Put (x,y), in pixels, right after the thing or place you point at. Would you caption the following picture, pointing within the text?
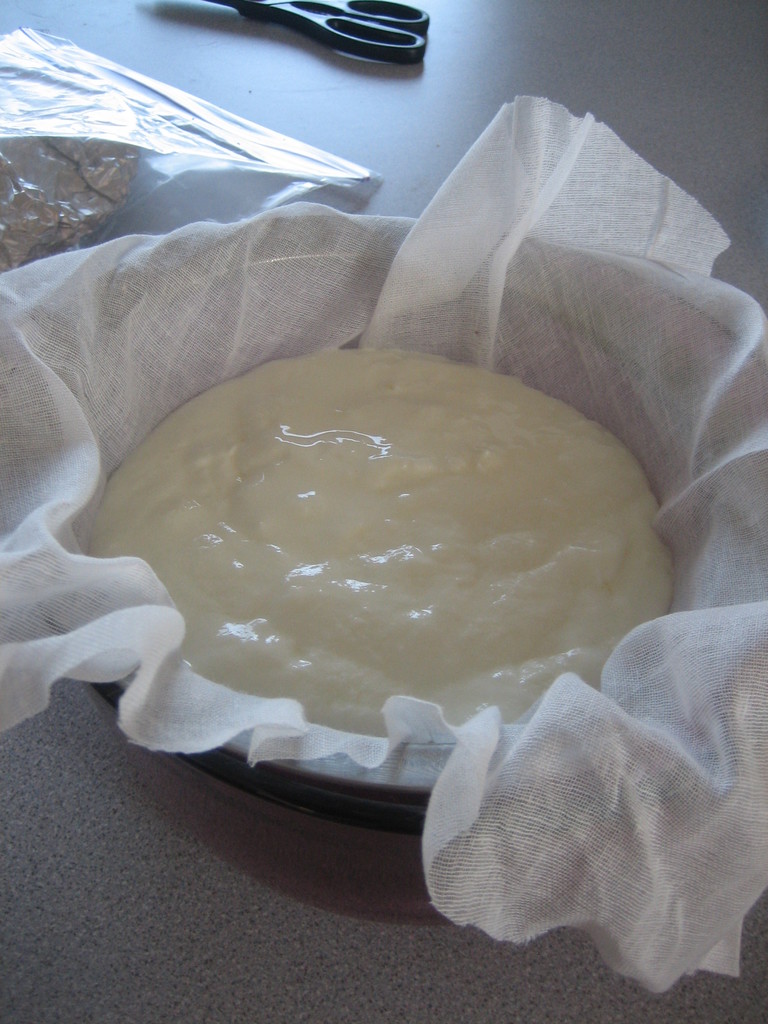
In the picture there is some item (357,430) kept in a bowl (222,771) above the white cloth (130,433) and beside that there is an aluminium foil (86,156) and scissors (349,51) on the counter (310,96).
